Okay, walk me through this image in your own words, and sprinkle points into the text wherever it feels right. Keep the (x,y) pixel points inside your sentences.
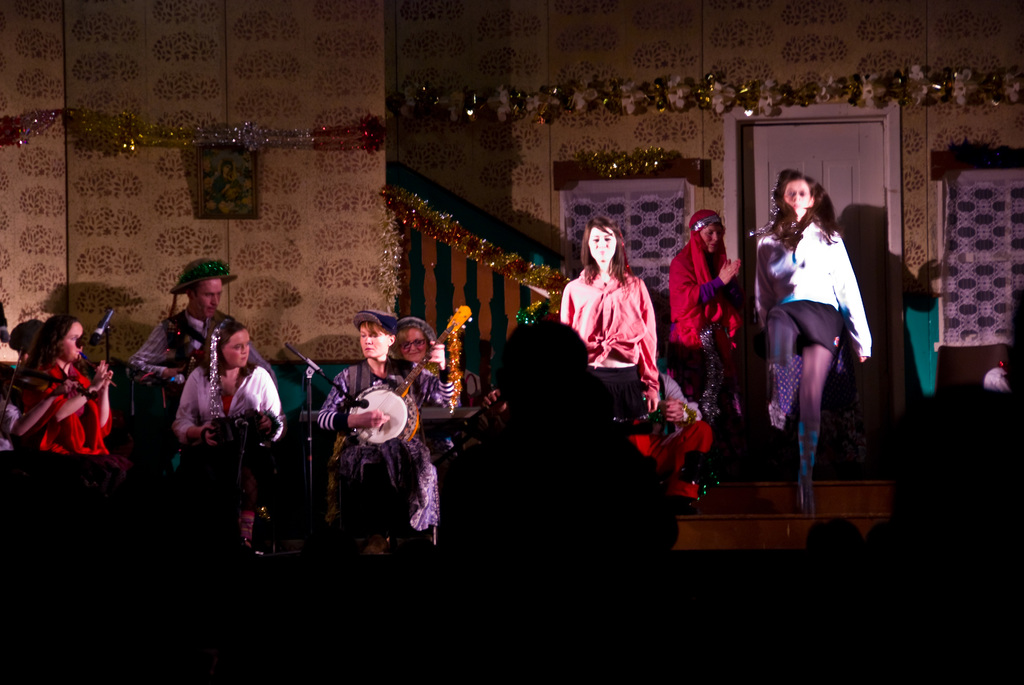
Picture (247,193) and decorative ribbons (337,140) are on the wall (759,28). In-front of this door (799,124) and windows (950,213) these people (803,330) are standing. These people (34,346) are playing musical instruments (407,387) in-front of mic (338,390).
